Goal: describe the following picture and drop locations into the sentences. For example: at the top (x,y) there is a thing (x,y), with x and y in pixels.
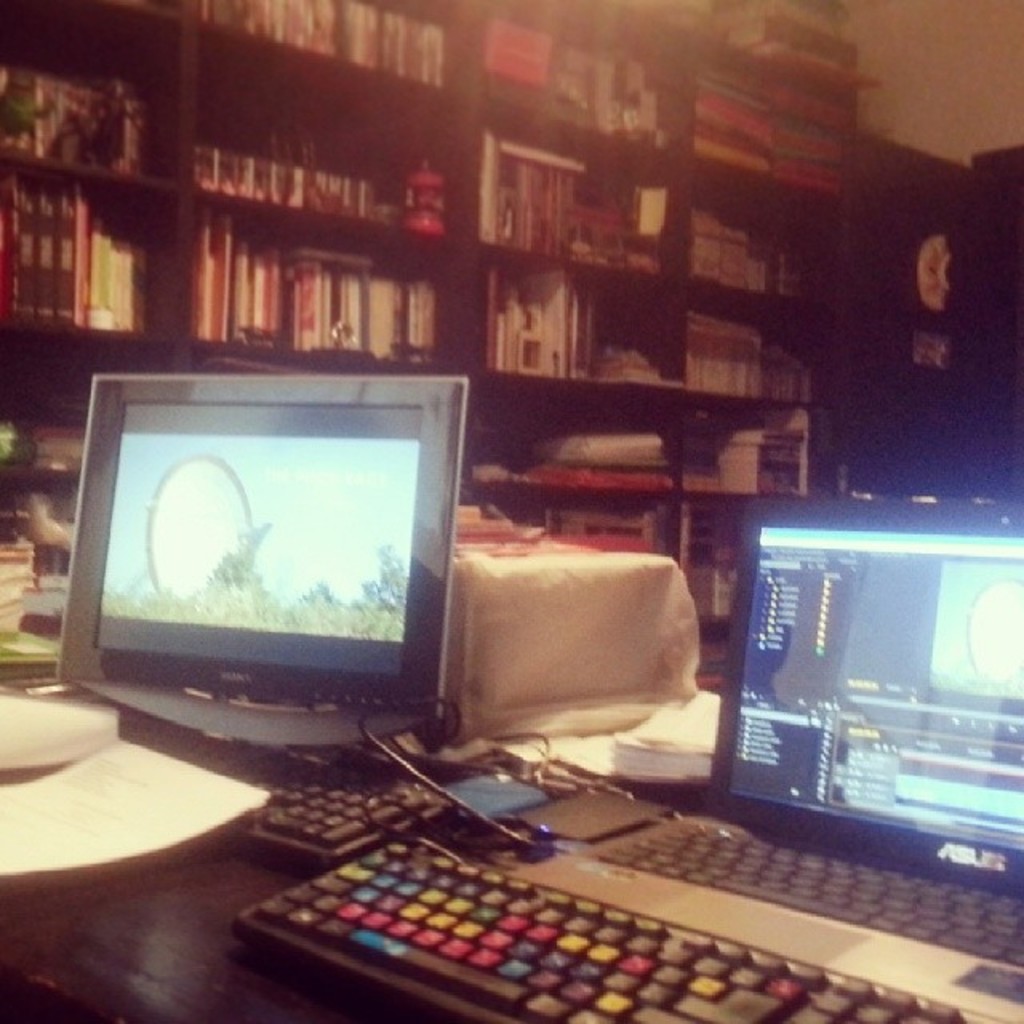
As we can see in the image there are books (2,248) over here and table (216,963). On table (225,961) there are laptops (811,711) and keyboards (421,825).
